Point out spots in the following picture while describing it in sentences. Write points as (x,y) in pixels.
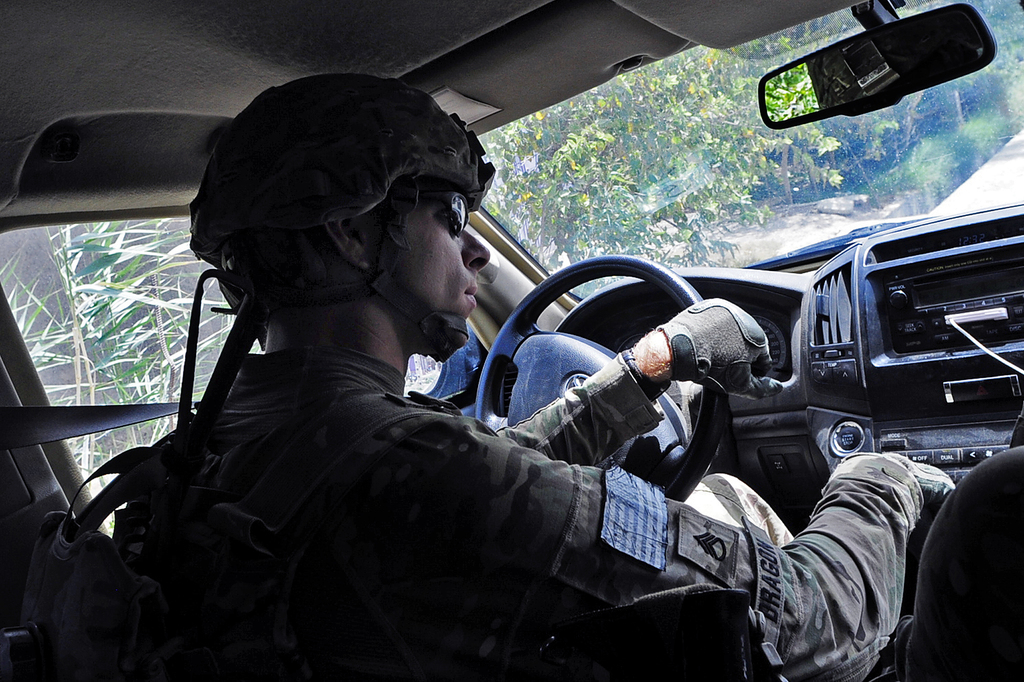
In the image we can see there is a man (434,430) sitting in the car (788,389) and he is wearing helmet (371,148), hand gloves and sunglasses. There is front mirror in the car (638,281) and there are lot of trees (721,164).
